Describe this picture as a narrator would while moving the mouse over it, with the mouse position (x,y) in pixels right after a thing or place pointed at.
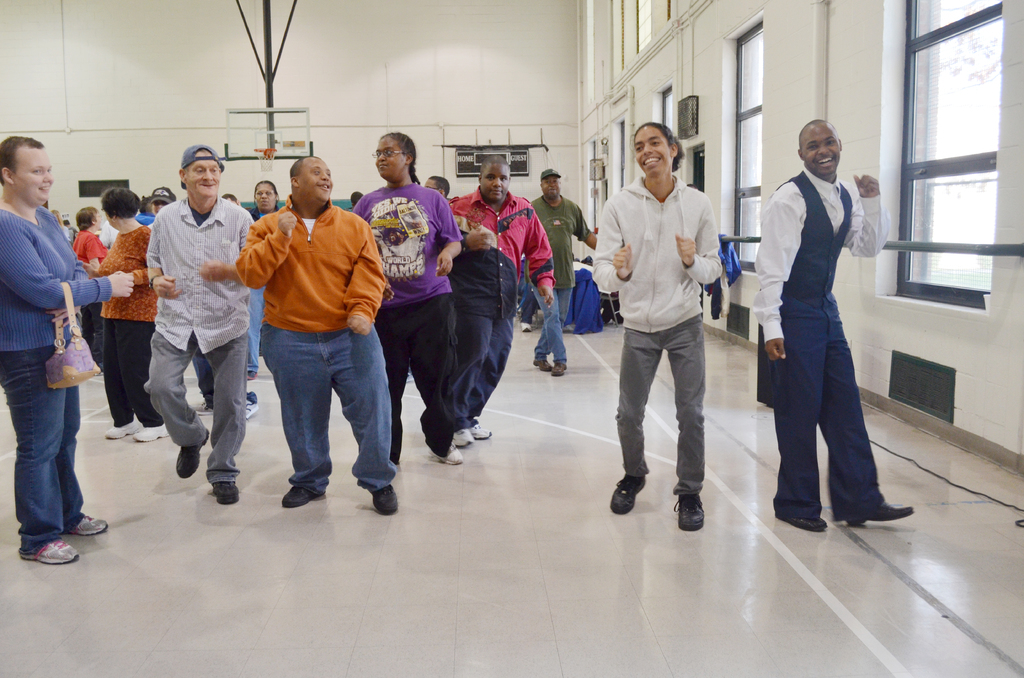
In this image I can see number of persons (295,317) are standing on the floor (491,584) which is white in color. In the background (776,118) I can see few windows (752,84), the white colored wall (535,74), the basket ball goal post (302,136) and few blue colored objects (580,295) on the floor (594,335).
